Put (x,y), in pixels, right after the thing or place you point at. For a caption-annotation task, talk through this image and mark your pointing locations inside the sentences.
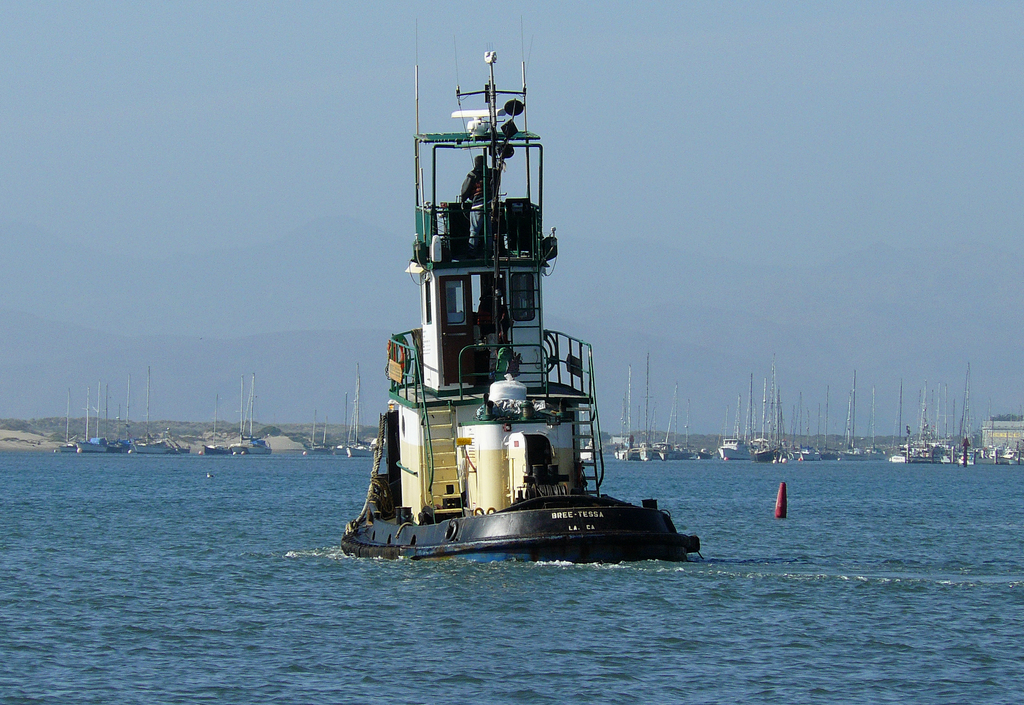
In the center of the image (537,275) we can see person (470,202) and ship (418,541) on the water (720,595). In the background (974,462) we can see ships (779,458), building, hills (699,359), sky (720,72) and clouds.
